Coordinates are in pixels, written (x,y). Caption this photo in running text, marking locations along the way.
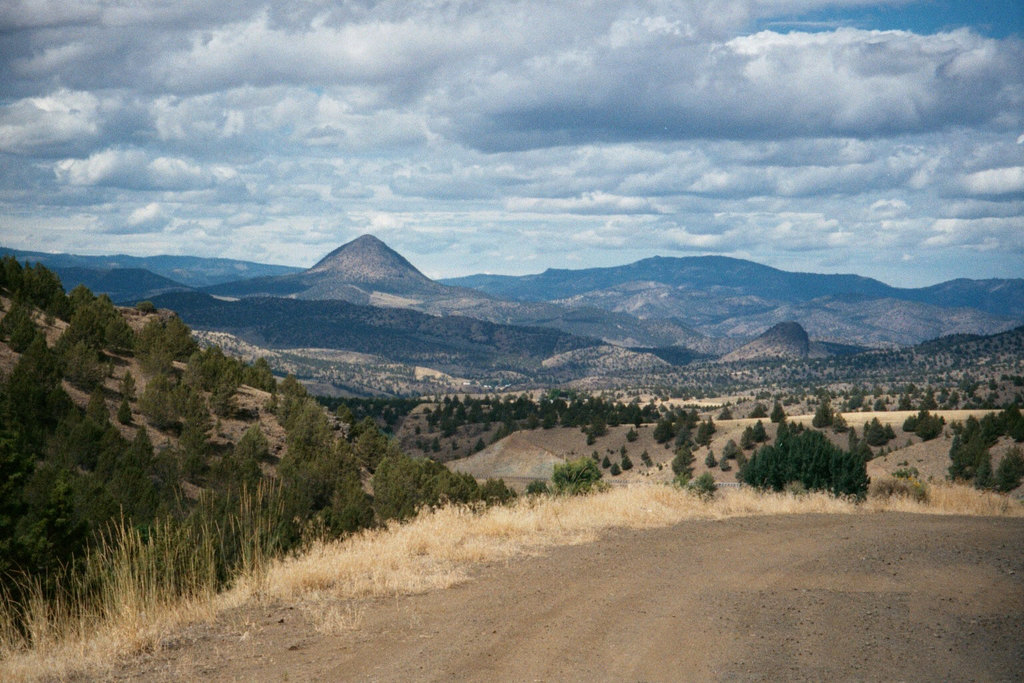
in this image I can see the sky (609,150) and the hill (790,301), on the hill (825,307) I can see grass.
